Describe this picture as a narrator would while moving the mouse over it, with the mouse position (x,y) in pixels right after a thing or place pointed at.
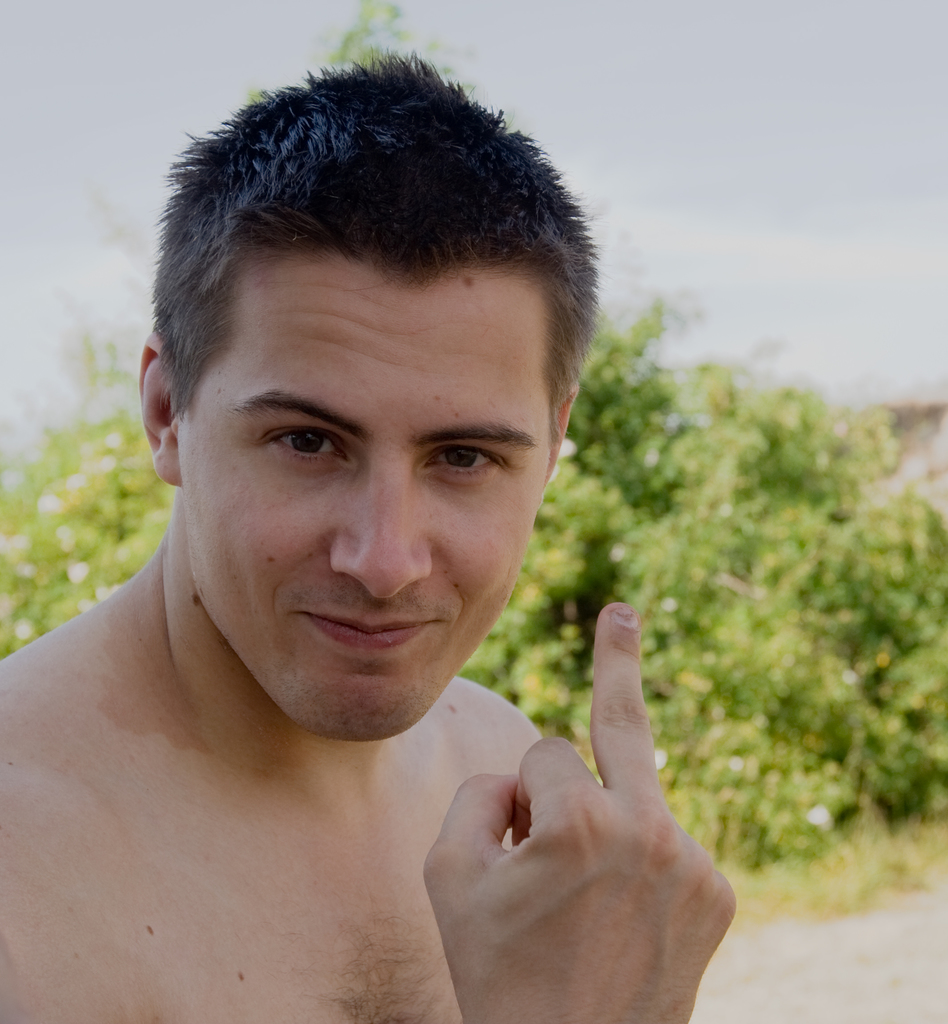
In the image there is a man (485,604) and behind the man (532,487) there are some trees (608,539).
